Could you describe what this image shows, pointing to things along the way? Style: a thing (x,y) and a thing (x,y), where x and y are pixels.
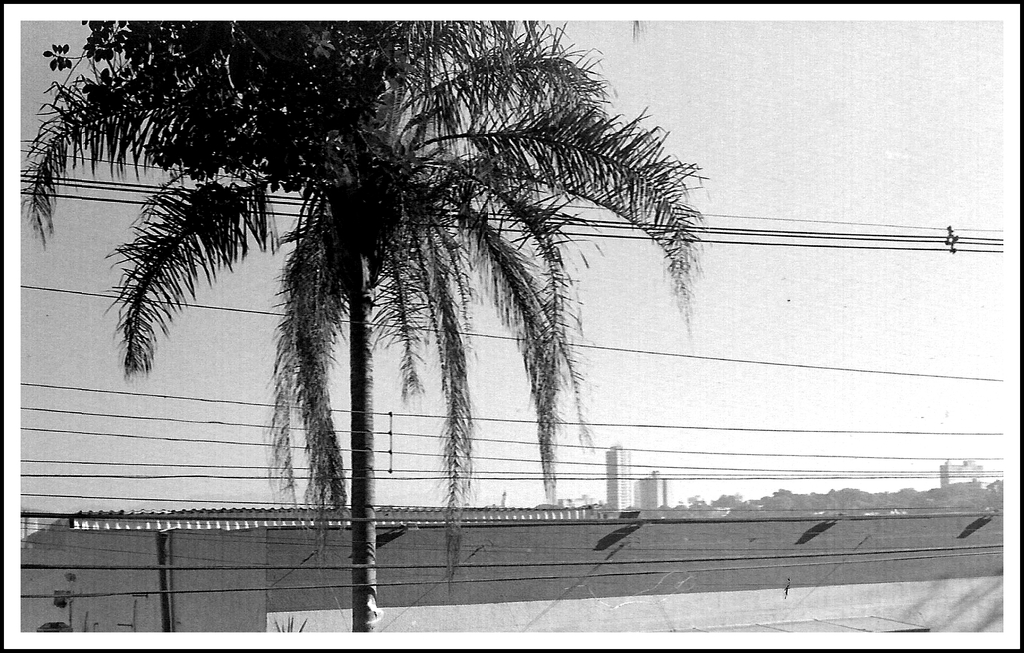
This is a black and white pic. In the pic we can see a tree (335,495), electric wires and at the bottom (349,627) there is a house (349,627) and a pipes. In the background (491,402) there are buildings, trees (817,499) and sky (498,224).
